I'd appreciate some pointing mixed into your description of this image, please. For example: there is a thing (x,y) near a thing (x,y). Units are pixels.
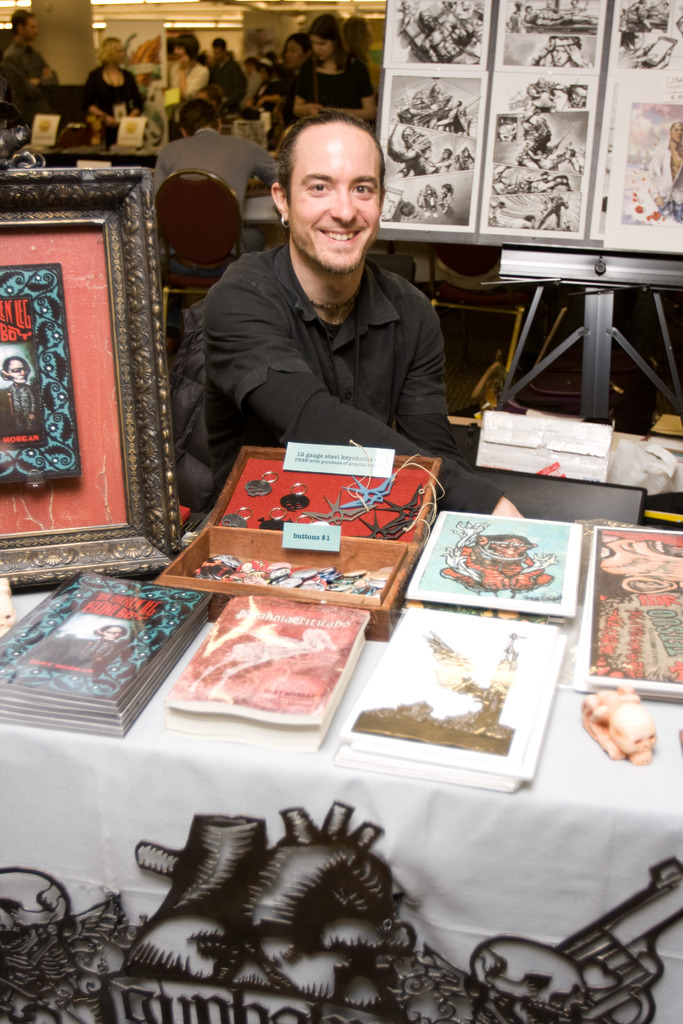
In the image there is a man (332,354) wearing a black color dress (323,350) sitting on chair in front of a table (569,621). On table (557,625) we can see box (264,587), books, photo frames (124,345) and background (350,86) there are group of people (315,107) who are standing and we can also see a hoarding (531,46) on right side (589,69), on top (225,6) there is a roof (233,8) which is in white color.
